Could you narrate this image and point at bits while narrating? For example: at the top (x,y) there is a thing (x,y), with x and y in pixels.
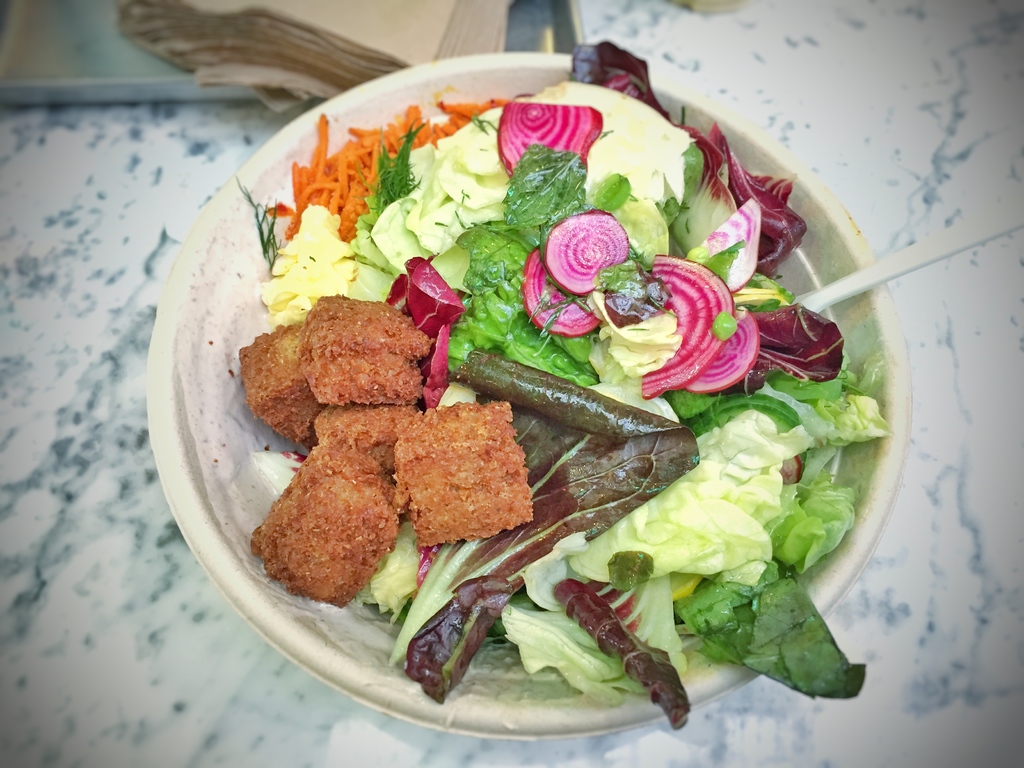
In this image there is a bowl (291,573). In the bowl (511,479) there is food (571,356) like green leaves (620,486), onion pieces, beetroot pieces (679,276), carrot (334,173) in it. In the background (287,36) there are papers (340,53).
